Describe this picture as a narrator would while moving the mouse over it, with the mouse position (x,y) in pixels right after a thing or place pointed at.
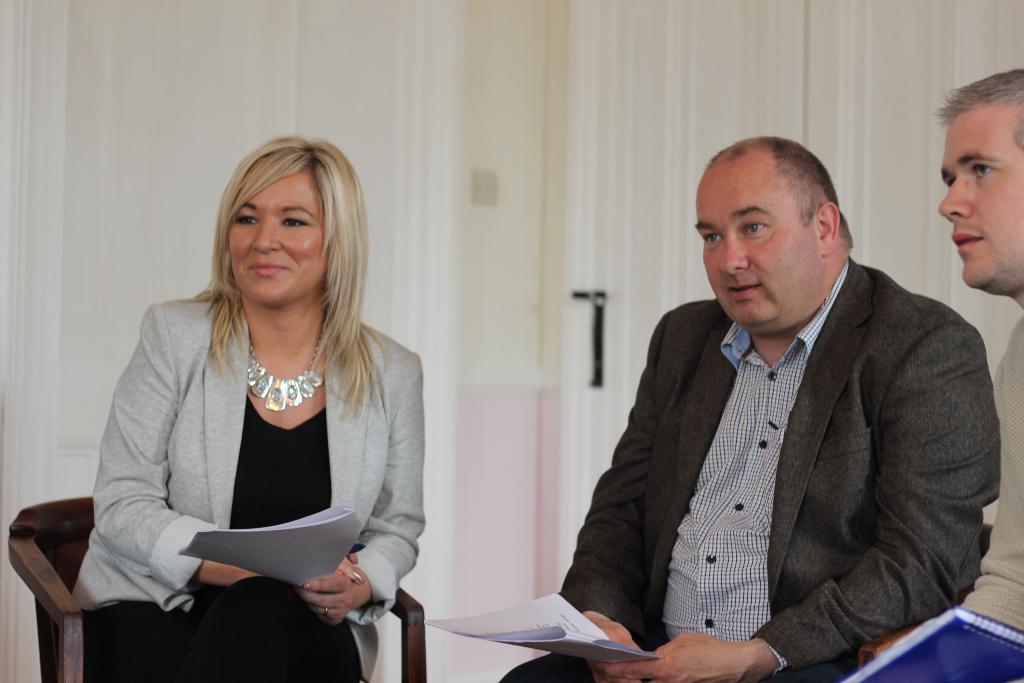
It is a room (468,523) there are three persons (895,450) in the picture, one woman (397,366) and two men (903,389) both of them, sorry three of them are looking somewhere, the woman (343,373) is smiling, the middle person (712,461) is speaking, the first two persons (767,549) are holding papers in their hand (621,661), in the background (593,240) there is a door (572,223) and a wall (492,164).
